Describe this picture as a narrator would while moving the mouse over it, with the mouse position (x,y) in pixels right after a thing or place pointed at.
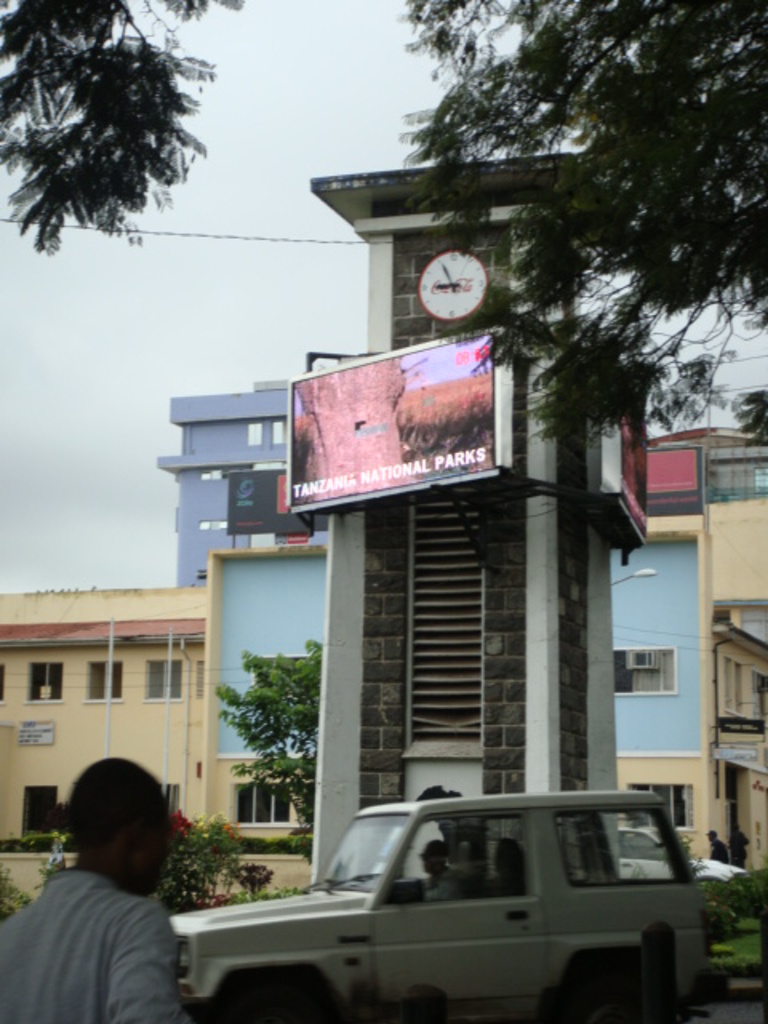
On the left side (138,856), there is a person (12,939) in white color T-shirt (53,937). On the right side (661,881), there is a white color vehicle (432,941) on the road (679,1018). On the top left (12,77), there are branches (97,26) of a tree (73,8). On the top right (531,291), there are branches (651,37) of a tree (640,67). In the background (360,325), there are hoardings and a clock (479,273) attached to a tower (441,242), there are trees (253,719), buildings (741,541) and plants (275,844) on the ground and there are clouds (329,329) in the sky (327,47).
